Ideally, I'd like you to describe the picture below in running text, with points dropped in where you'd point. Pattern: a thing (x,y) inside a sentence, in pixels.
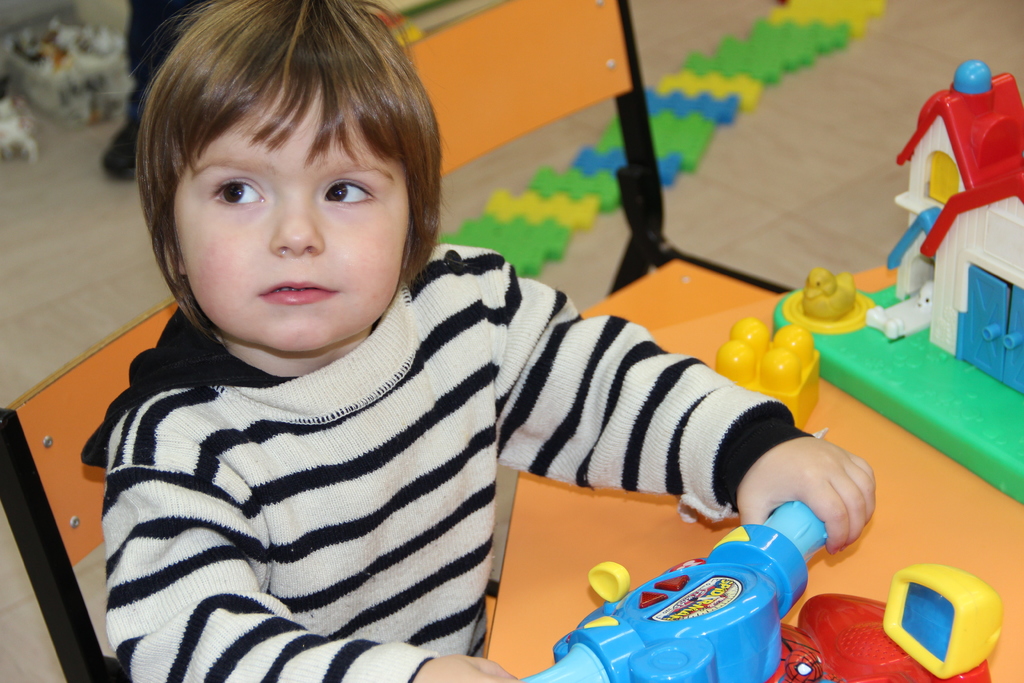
In this image I can see a child (335,459) wearing black and cream colored dress (327,458) is sitting on a chair (67,455) and holding a blue colored object (697,621). I can see a toy house (1008,241) beside him. In the background (787,159) I can see the cream colored floor (799,176), few toys (705,82) on the floor (775,167) and few other objects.
